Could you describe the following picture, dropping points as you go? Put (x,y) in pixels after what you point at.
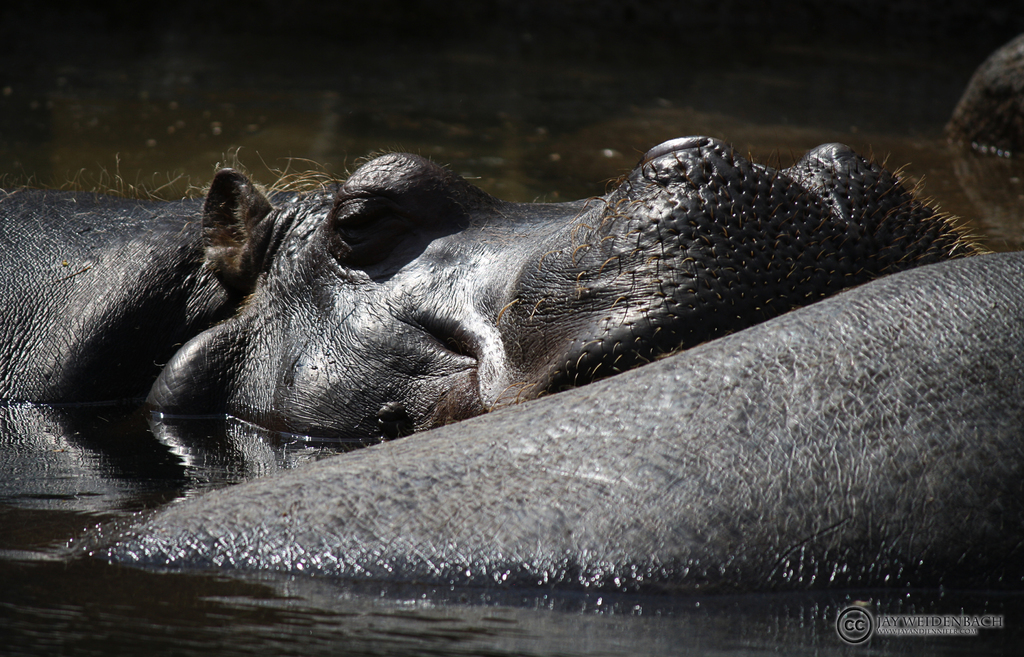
In this picture we can see hippopotamus (507,387) and an animal (802,585) in the water (871,612). In the bottom right side of the image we can see text (869,625).
